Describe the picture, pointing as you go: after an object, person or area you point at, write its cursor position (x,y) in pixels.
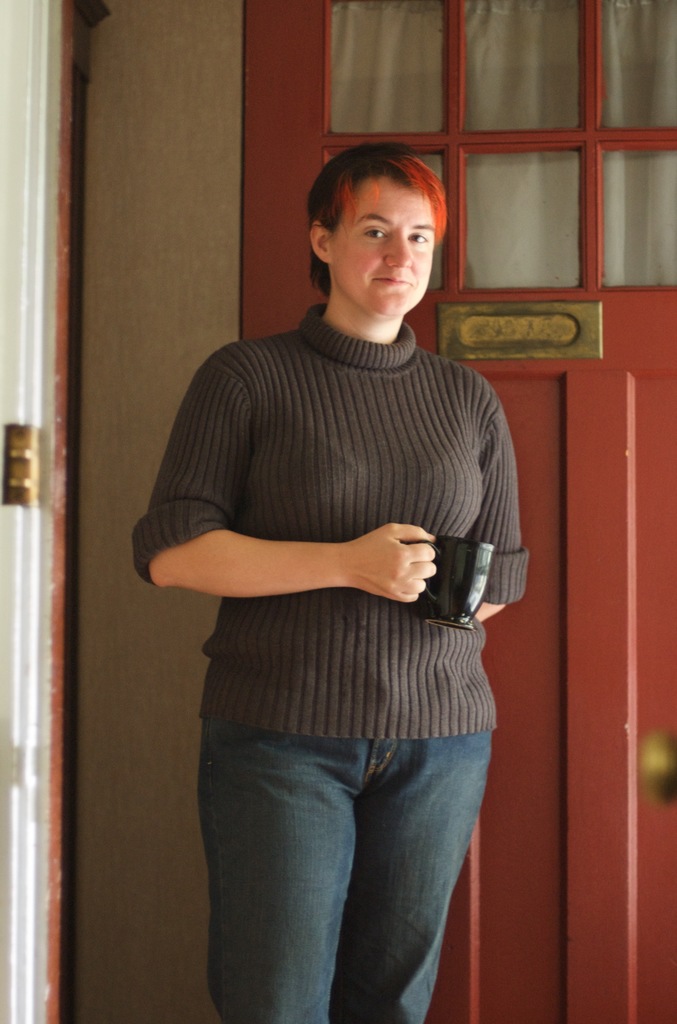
In this image we can see a person (448,509) standing with a cup (445,573) which is in black color. In the background (568,506), there is a door (369,139) and the wall (91,829).
